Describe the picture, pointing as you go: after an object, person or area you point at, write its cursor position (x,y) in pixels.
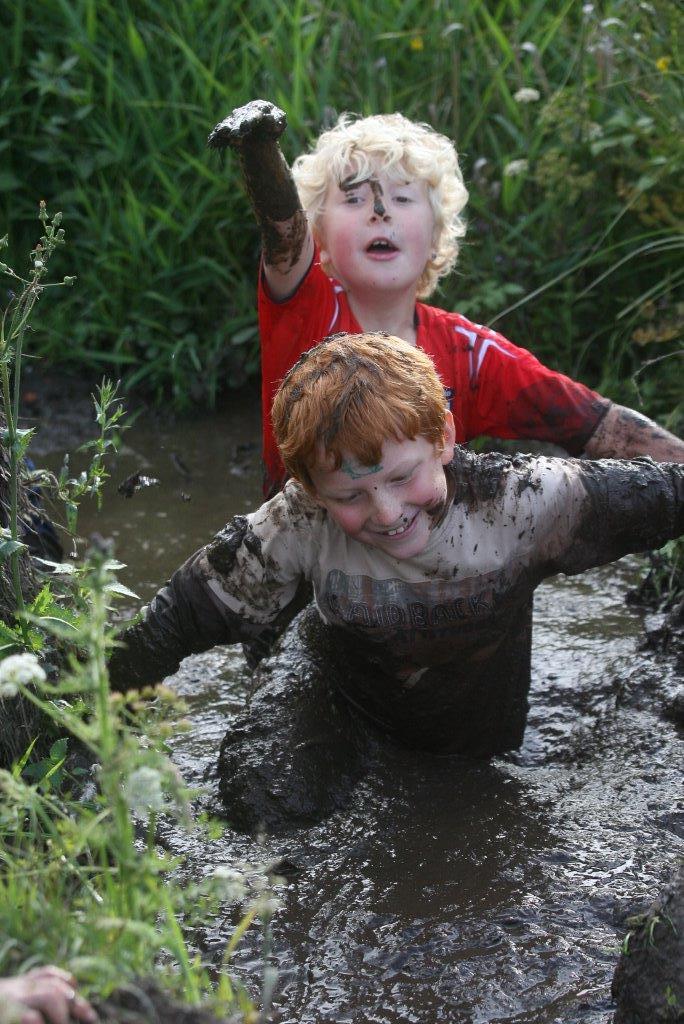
This is the picture of two kids (519,685) who are standing in the mud water (422,915) and around there are some plants (18,848).
